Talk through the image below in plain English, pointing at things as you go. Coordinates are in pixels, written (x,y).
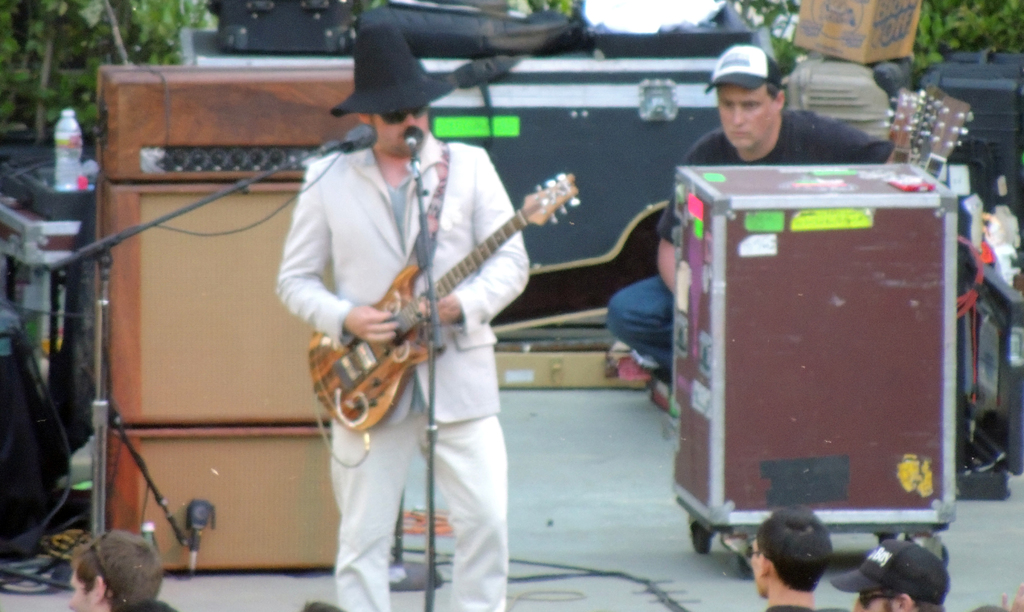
In the middle (486,298) a person (499,504) is standing in front of the mike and playing guitar (343,387) who is wearing a black color hat (398,90). In the right (875,158) a person (869,146) is sitting in front of the table (939,276). Next to that guitars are placed. In the background (944,35) trees (121,49) are visible. A table (68,240) is visible on which bottle (58,173) is kept. At the bottom (87,591) five persons (102,591) are visible, who are half visible. This image is taken in an open area during day time.
